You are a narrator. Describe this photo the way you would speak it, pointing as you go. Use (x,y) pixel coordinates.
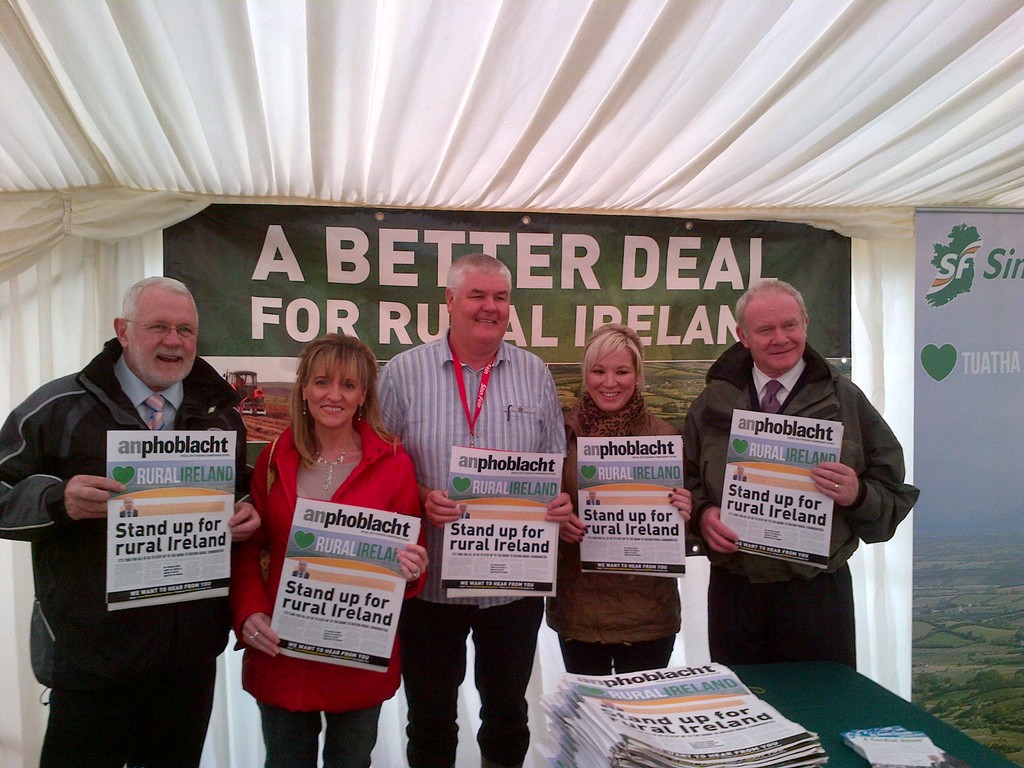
In this picture we can see some people (703,471) are standing and holding the paper (651,533), in front (758,722) there is a table (791,710) on it so many papers (732,720) are placed.
